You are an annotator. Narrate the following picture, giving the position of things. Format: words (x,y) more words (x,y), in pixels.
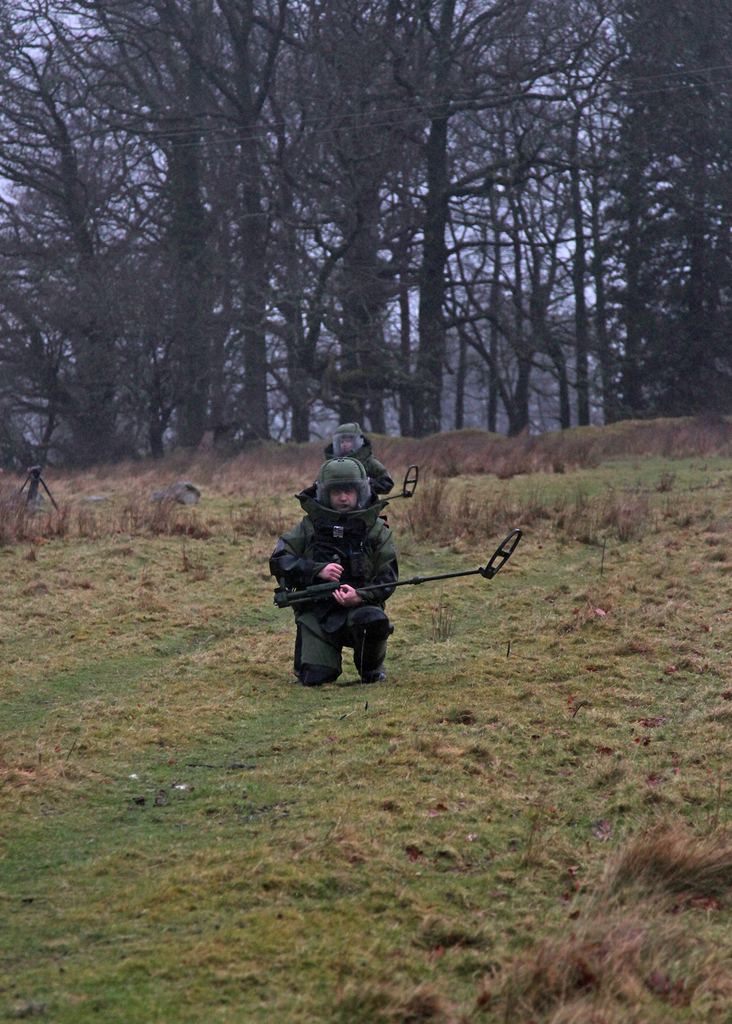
In this image I can see two people (328,563) are on the ground (388,752). These people (331,553) are wearing the uniforms (307,553) and holding the sticks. In the background (255,361) I can see many trees (299,258) and the sky (60,15).
